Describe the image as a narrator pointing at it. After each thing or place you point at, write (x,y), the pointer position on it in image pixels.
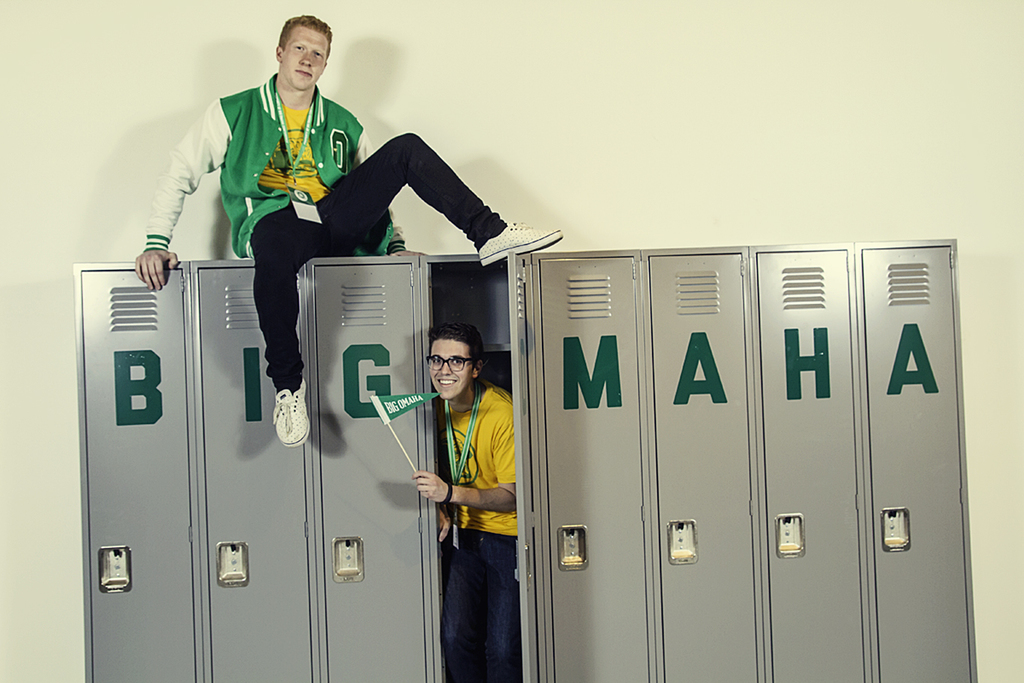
In this picture we can see metal cabinets (701,485), there is a man (514,473) standing and holding a flag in the middle (477,430), we can see a man (294,158) is sitting on a cabinet (402,454) on the left side (332,141), in the background (695,89) there is a wall (733,90).
